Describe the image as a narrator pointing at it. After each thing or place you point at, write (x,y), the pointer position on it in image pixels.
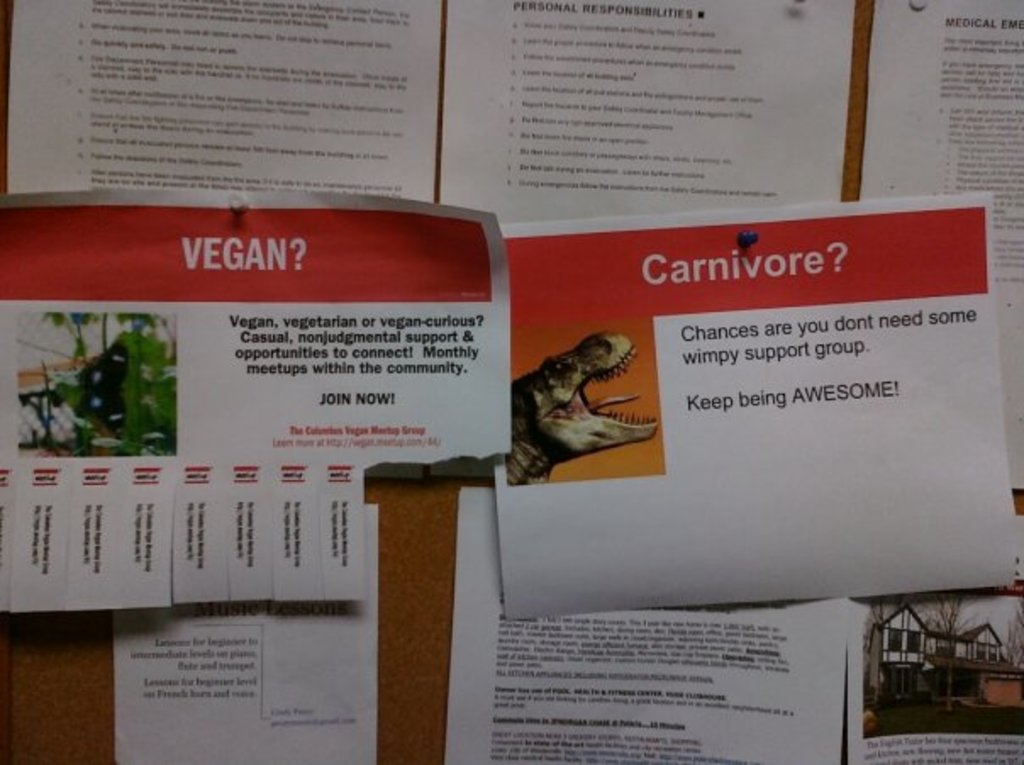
In this image there are papers (206,321) attached to the wooden board (403,612).
